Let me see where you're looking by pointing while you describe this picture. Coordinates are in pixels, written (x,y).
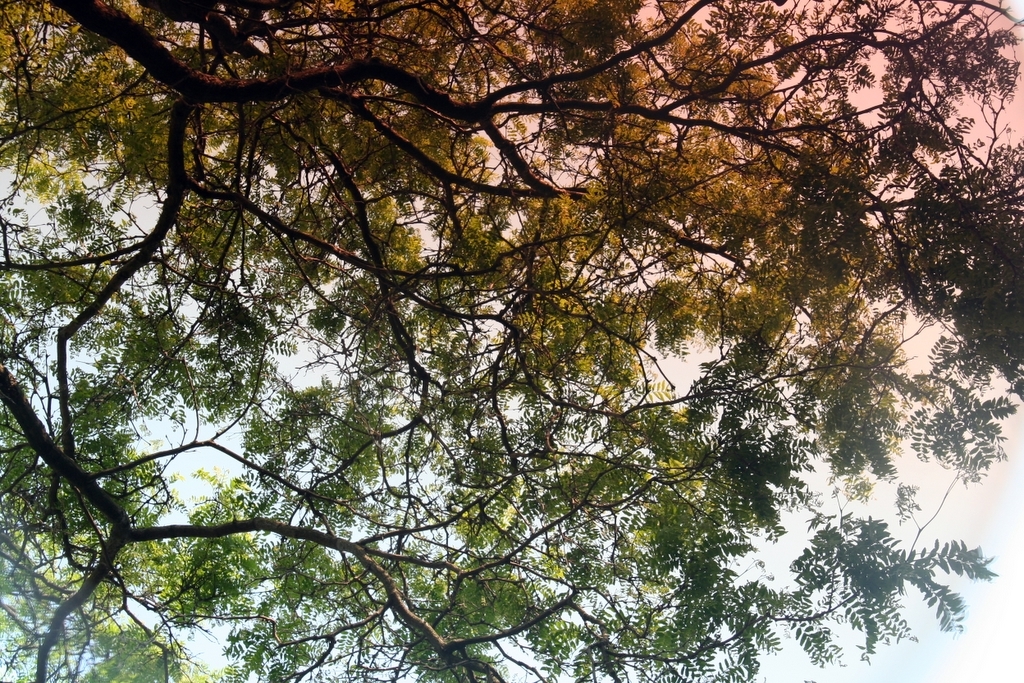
In this image we can see the trees (488,385) and sky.
